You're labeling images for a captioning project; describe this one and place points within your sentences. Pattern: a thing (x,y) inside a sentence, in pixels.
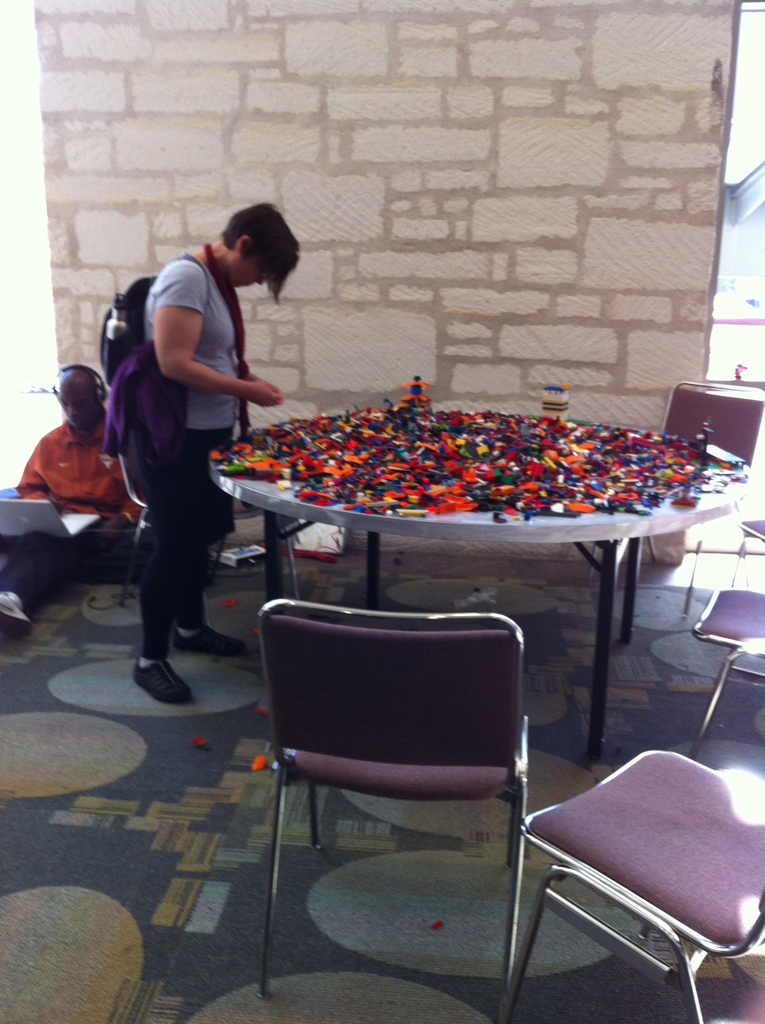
In this picture we can see one person (95,500) sitting on floor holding laptop (43,523) and another standing carrying bag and in front of her we can see table (245,492) full of Lego (385,420) and in background (479,275) we can see wall (506,330), chairs (555,900).
